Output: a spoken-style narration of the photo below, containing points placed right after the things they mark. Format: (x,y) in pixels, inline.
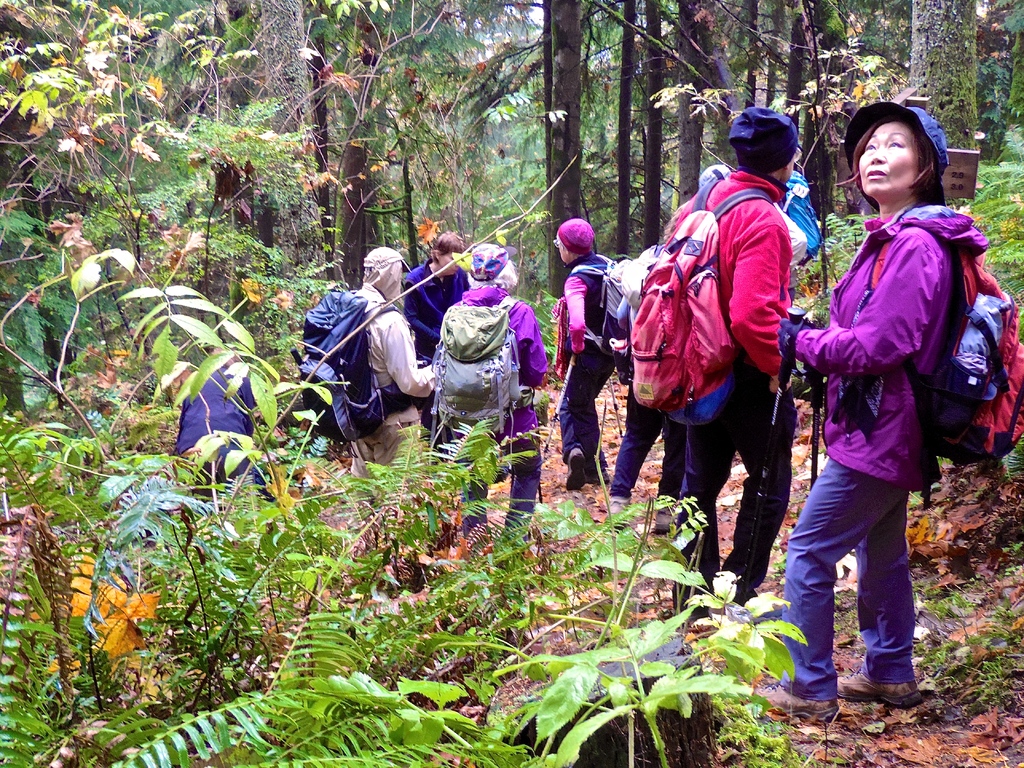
In this image we can see a group of persons (787,608) walking in a way (669,609). On left (108,205) and right side of the image (683,46) there are trees (957,70). In the background (251,217) we can see trees (517,67) and sky (518,14).
